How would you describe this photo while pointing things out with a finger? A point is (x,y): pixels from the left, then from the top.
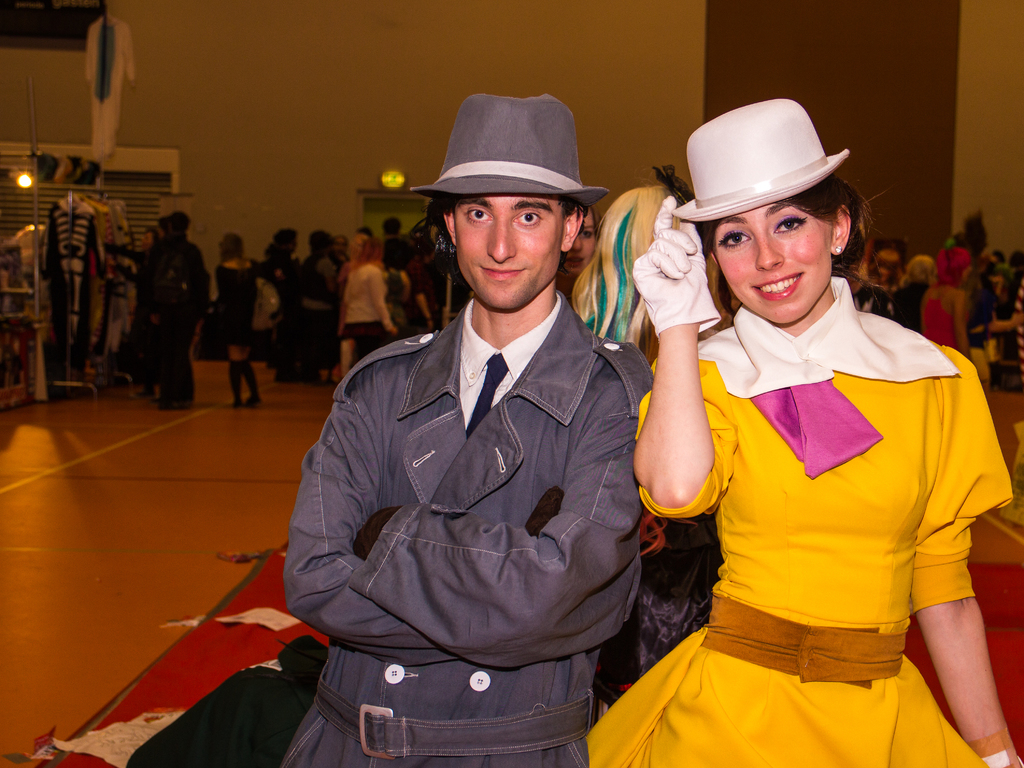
In this image we can see a person's (617,532) standing on the floor (26,489). In the background (191,333) there are group of persons (189,354), clothes (87,285), door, window (139,184) and wall (323,106).
